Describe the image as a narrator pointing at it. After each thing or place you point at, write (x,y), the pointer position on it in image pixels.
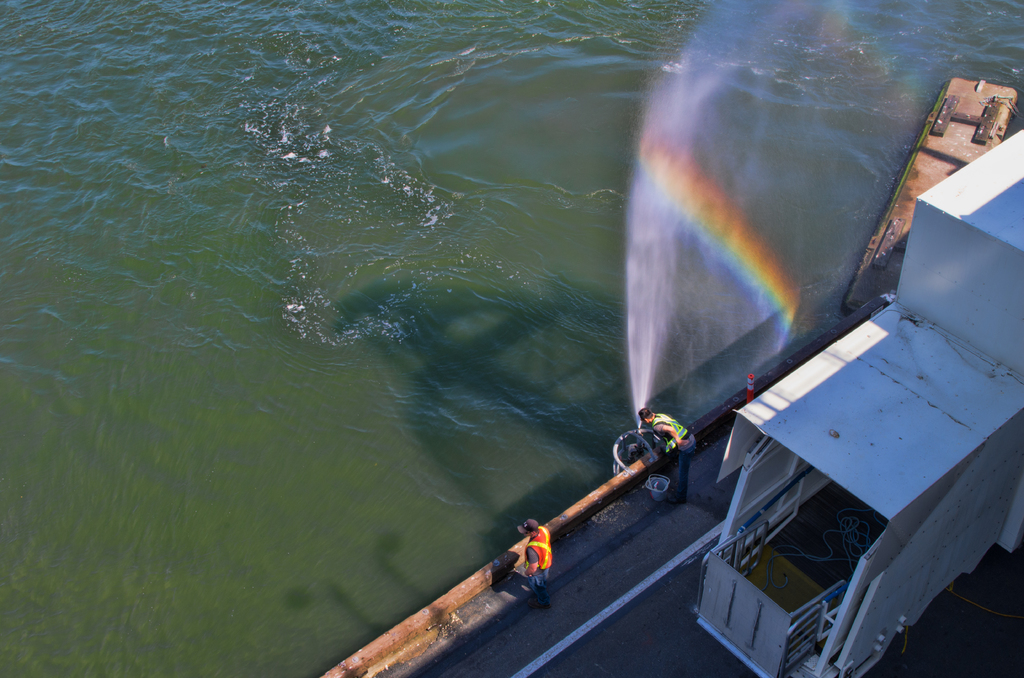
In this picture I can see there is a river (270,335) and there are few people (680,461) here and there is a rainbow (787,327) here.
